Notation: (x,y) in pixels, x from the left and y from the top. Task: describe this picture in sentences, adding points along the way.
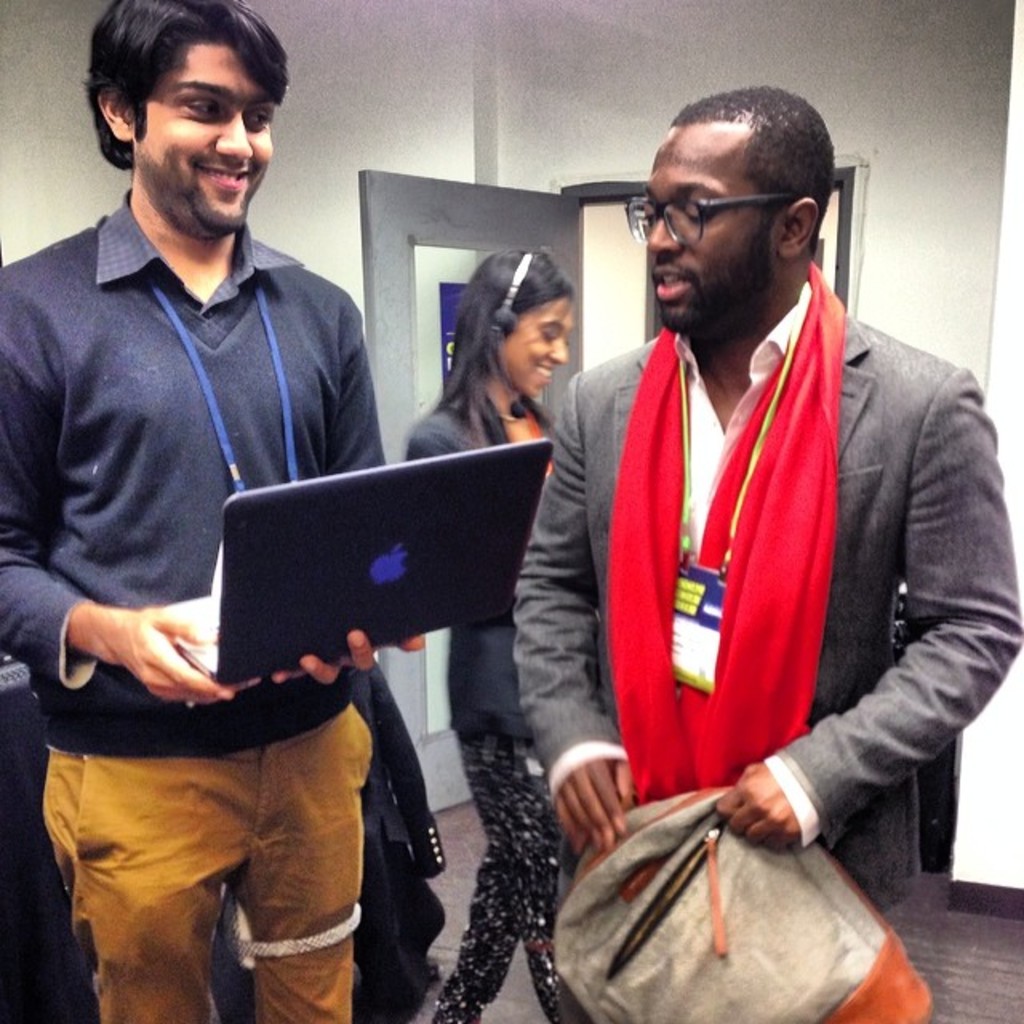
This picture is clicked inside the room (890,291). In this picture, we see two men (138,549) and a woman (460,428) are standing. Two of them are smiling. The man (183,544) on the left side (179,568) is holding a laptop (317,591) in his hands (325,670). The man (664,483) on the right side (751,660) is holding a bag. The woman (506,368) is wearing the headset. In the background (453,72), we see a white wall (452,108) and a glass door (404,256) in grey color.
